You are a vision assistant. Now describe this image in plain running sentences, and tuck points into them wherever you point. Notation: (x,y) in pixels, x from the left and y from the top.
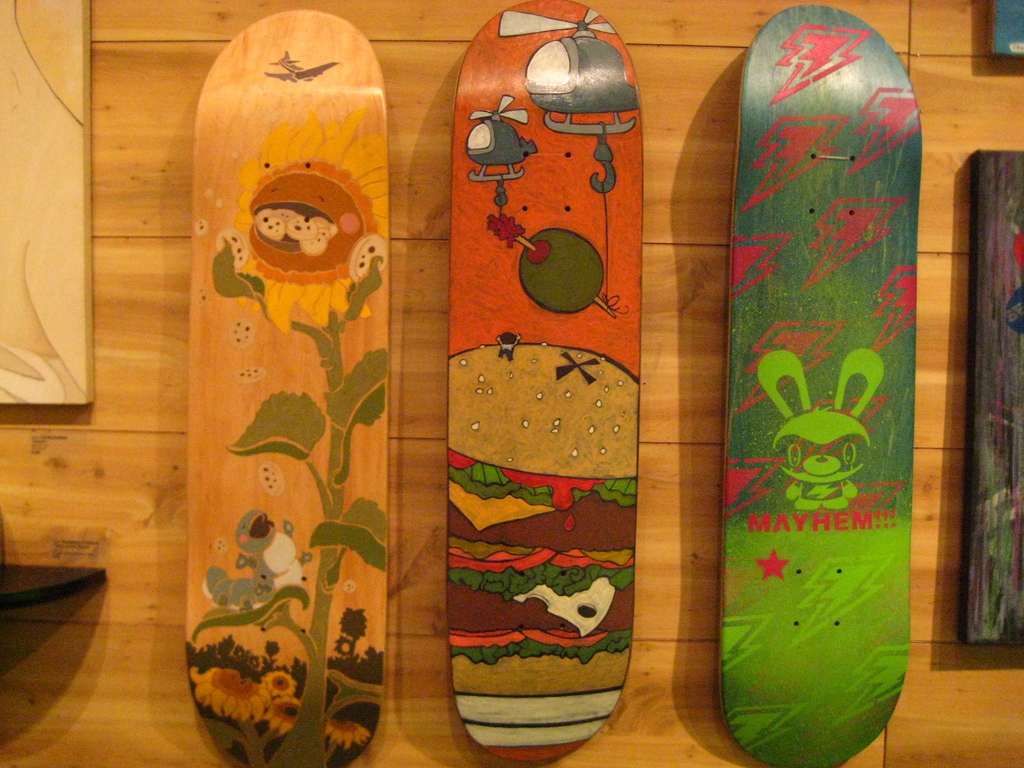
In the picture we can see a wooden wall (140,279) to it, we can see a skateboard (554,431) with some paintings (583,432) on it and besides we can see some photo frames (34,341).
